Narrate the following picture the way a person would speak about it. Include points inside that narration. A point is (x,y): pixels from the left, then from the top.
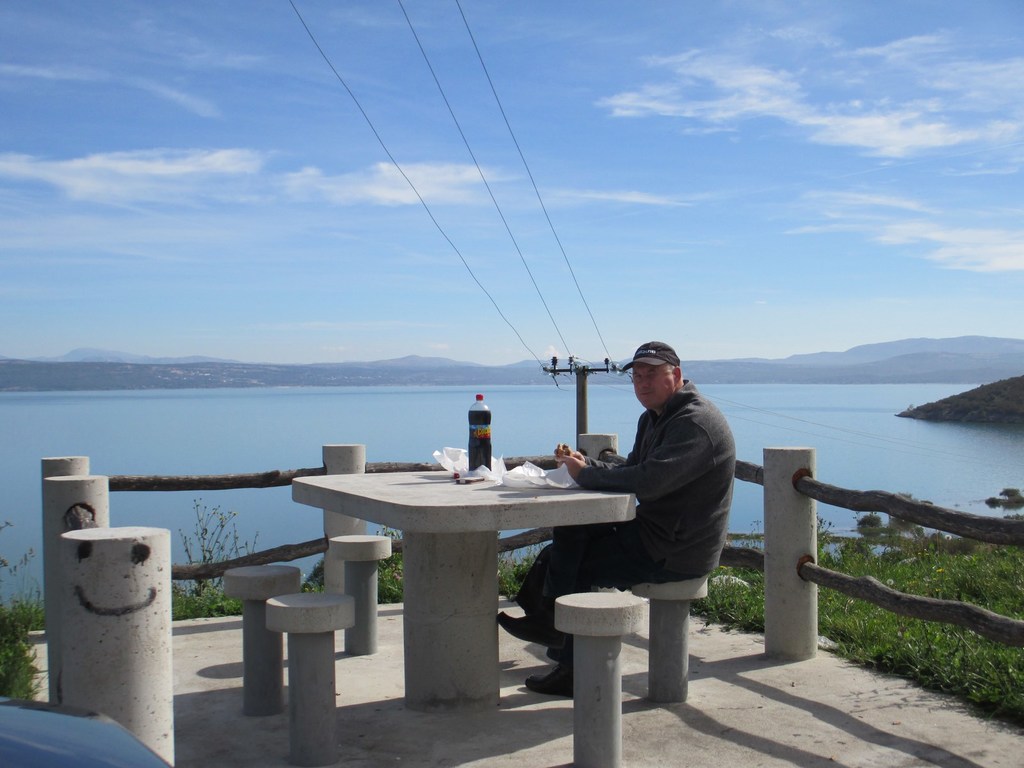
In this picture I can see a man (642,483) sitting and I can see a bottle (473,452), few papers (535,481) on the table (454,482) and I can see water (423,420), few plants (207,558), a pole (581,400) and a blue cloudy sky (582,224).
